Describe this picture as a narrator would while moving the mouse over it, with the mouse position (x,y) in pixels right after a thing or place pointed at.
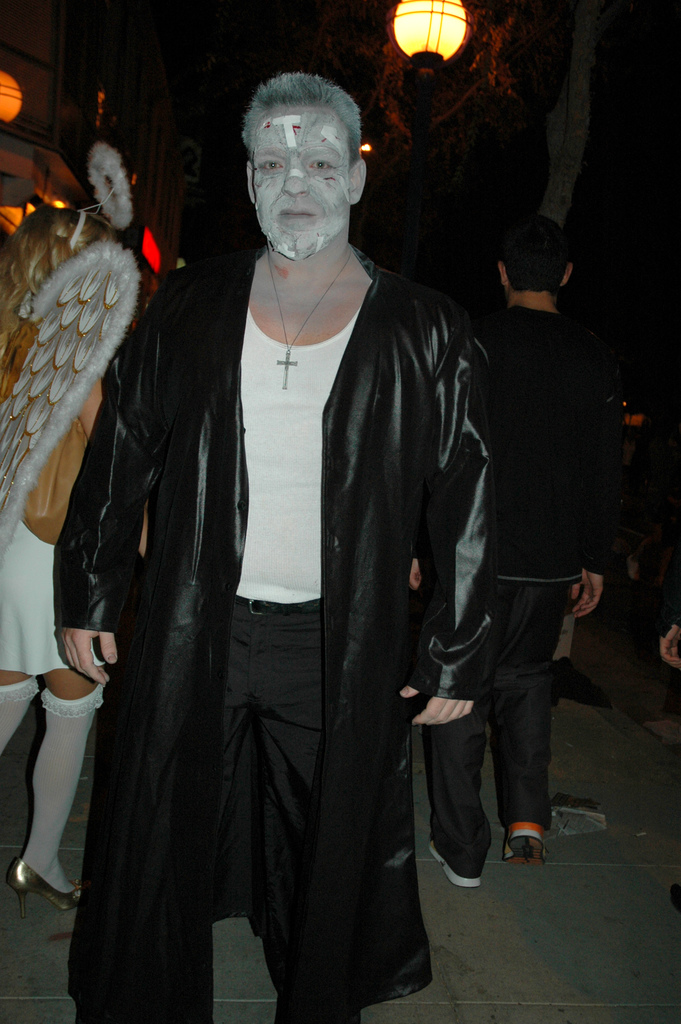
In this image we can see few people (263,279) wearing costumes (273,525). There are few lights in the image.
